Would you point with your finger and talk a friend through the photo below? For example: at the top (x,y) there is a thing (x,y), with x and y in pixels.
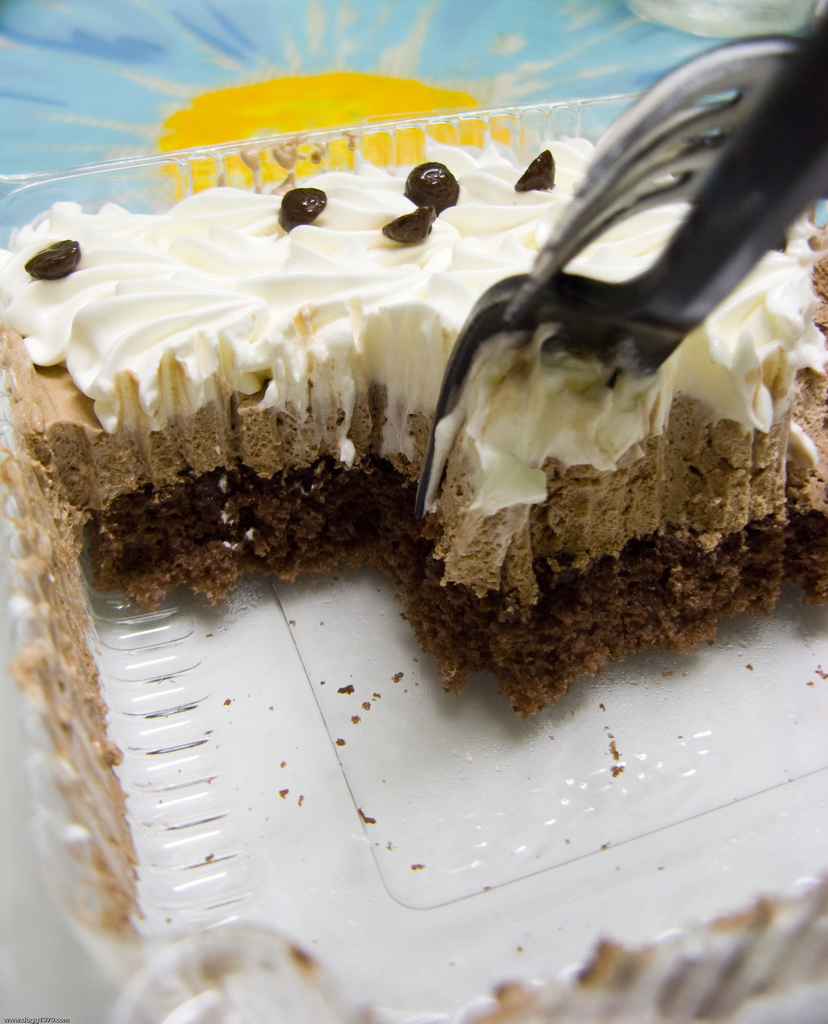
This picture contains a white bowl (420,742) which is having cake (442,440) and forks (673,145) in it. At the top of the picture (316,79), it is in yellow and blue color.
